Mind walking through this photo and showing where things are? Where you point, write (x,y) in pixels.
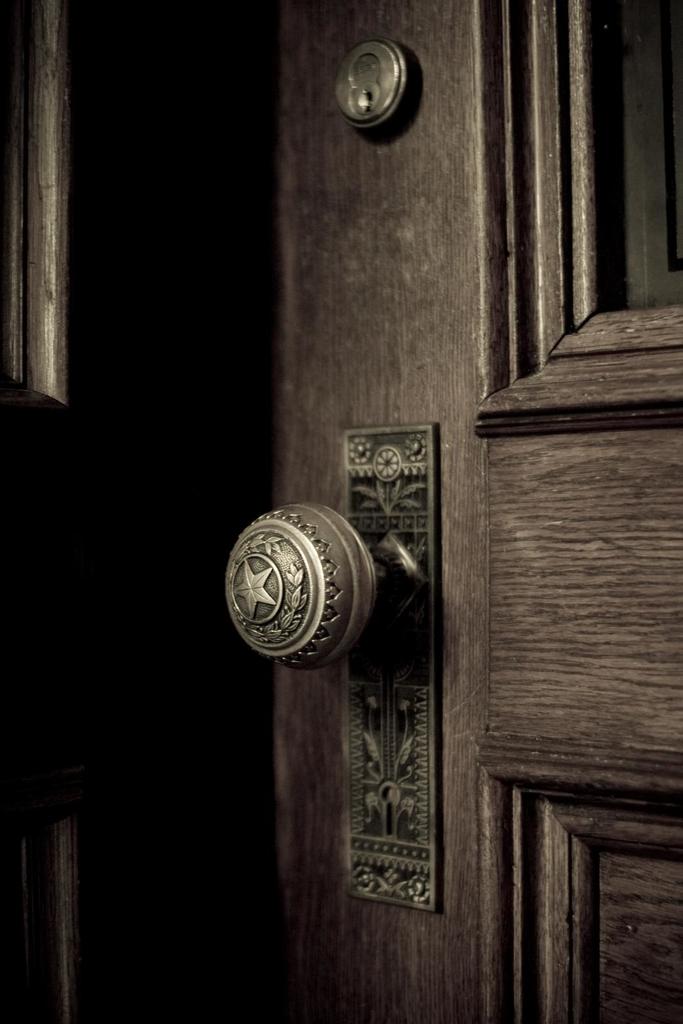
In this picture, we see a brown door (342,879) containing a door knob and a door locker (370,59).
